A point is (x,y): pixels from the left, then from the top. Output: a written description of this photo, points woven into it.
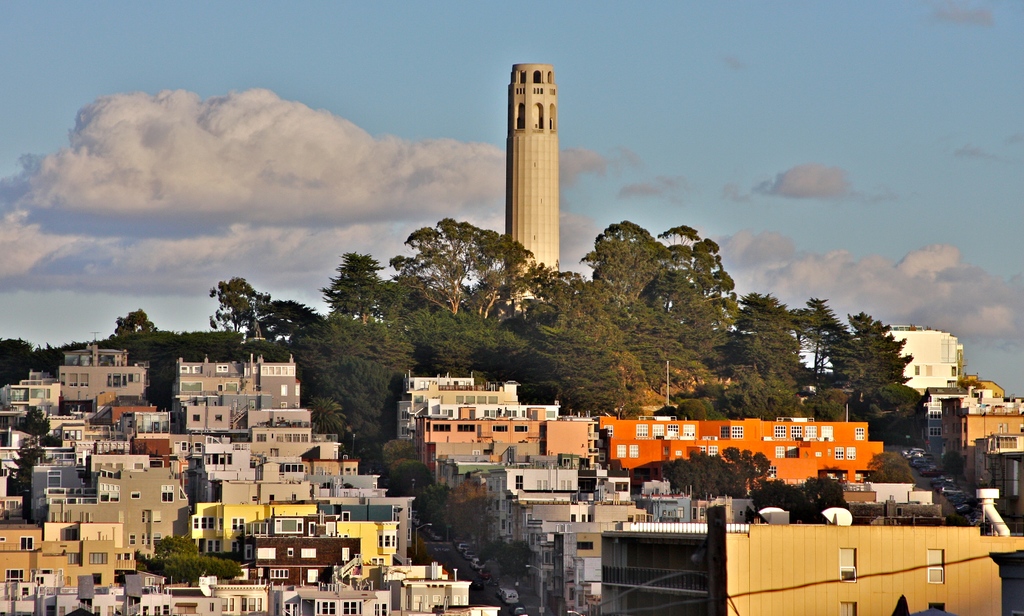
In this image there are so many buildings (432,595). We can see two roads (491,588) in the middle of the buildings (561,588). There are vehicles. There is a tall building (530,88) on the background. There are trees (634,293). There are clouds (447,193) in the sky (447,193).
